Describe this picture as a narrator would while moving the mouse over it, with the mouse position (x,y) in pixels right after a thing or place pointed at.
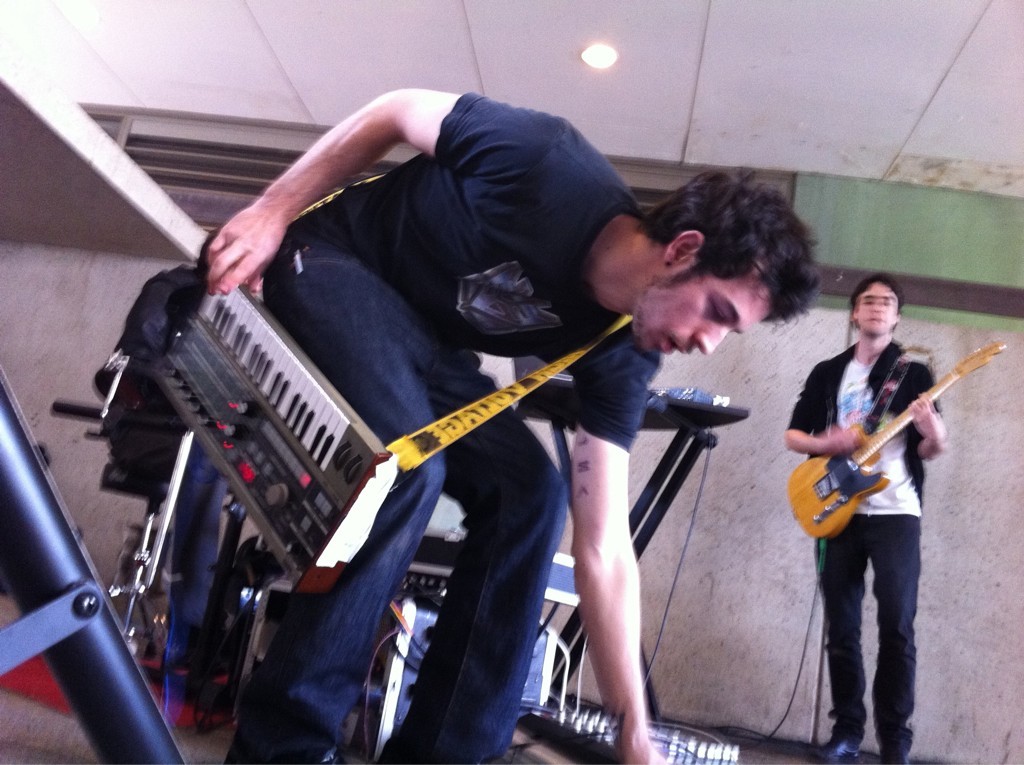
In this picture there are two men (686,347). The man (562,353) to the left corner (341,465) is bent and is wearing and holding a keyboard (271,441) in his hand (229,253). The man (914,421) to the right corner (916,429) is playing guitar (867,443). There is light (607,51) to the ceiling (665,87). In the background (793,400) there is wall (728,558).
